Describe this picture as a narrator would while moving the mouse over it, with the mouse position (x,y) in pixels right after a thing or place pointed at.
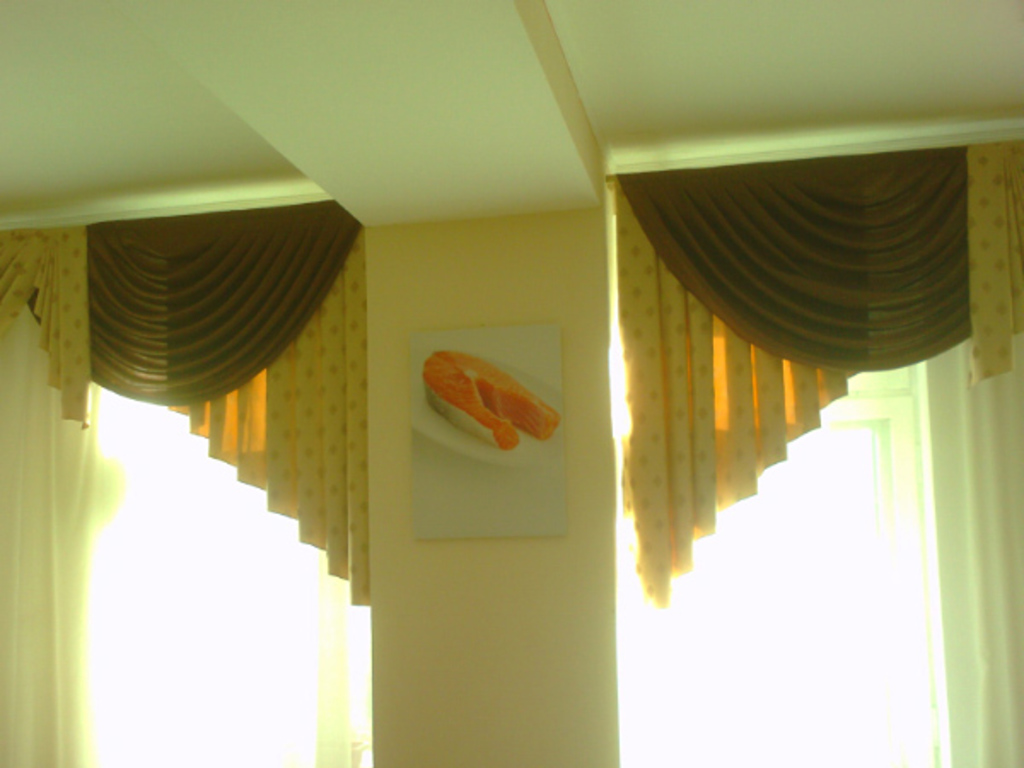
In this picture I can see a beam (381,351) and a curtain (119,390) and window (295,637) and wall (397,411) of the beam (475,305) I can see a photo frame (453,418), on photo frame (466,429) I can see a image (466,380) and a curtain (321,268) hanging through window (304,585).
